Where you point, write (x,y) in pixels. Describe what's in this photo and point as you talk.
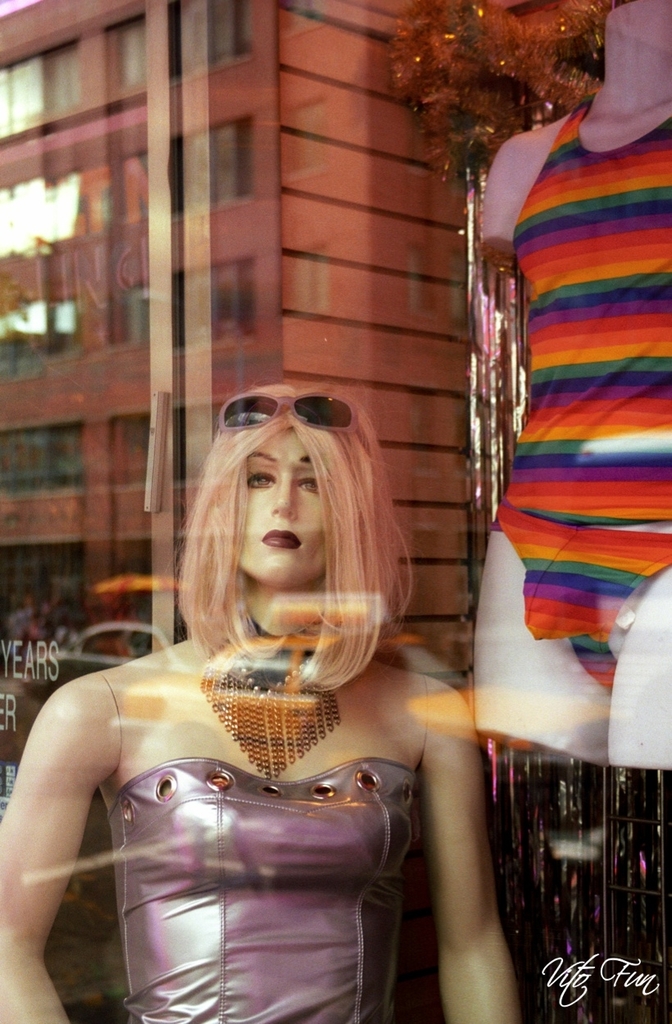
In this image we can see a mannequin (358,666), here are the glasses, at back (62,301) here is the building (250,280).
